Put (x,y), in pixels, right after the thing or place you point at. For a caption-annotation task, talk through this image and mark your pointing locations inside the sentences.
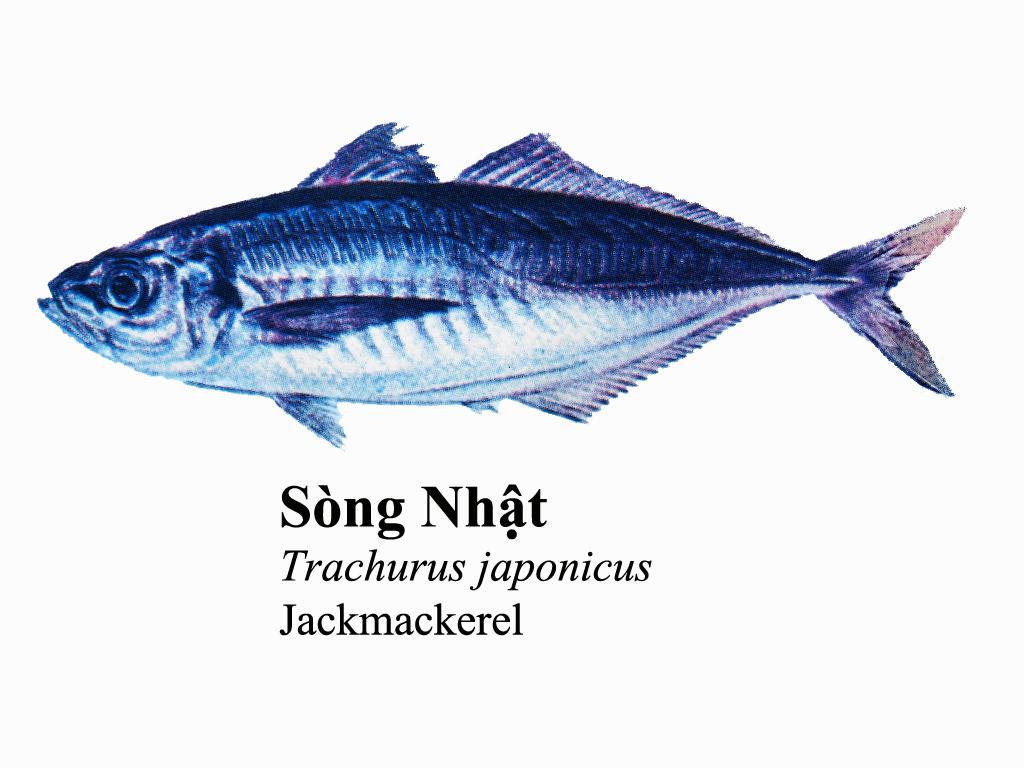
In the center of the image (402,326) we can see a fish (477,362), which is in a blue color. At the bottom of the image (424,569), we can see some text (391,529). And we can see the white color background (43,115).
